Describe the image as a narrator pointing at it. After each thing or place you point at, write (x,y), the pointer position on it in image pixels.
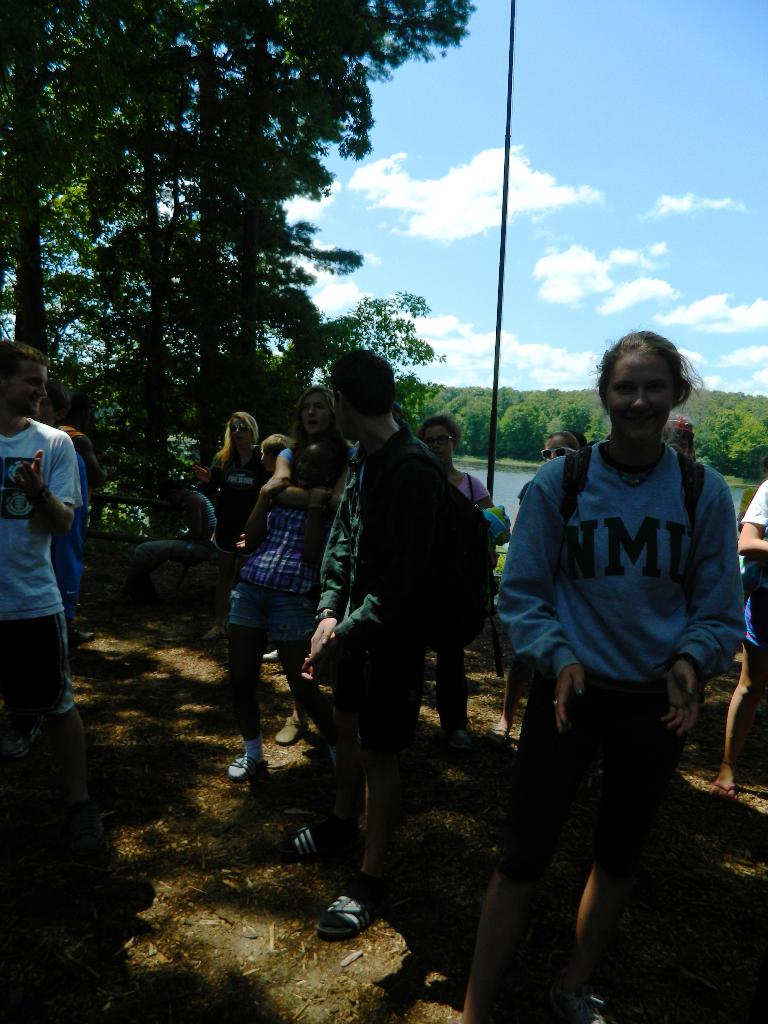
In this picture I can see there are a group of people (403,679) and they are wearing bags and in the backdrop (177,420) there are trees (133,399), a lake (532,470) and the sky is clear.
